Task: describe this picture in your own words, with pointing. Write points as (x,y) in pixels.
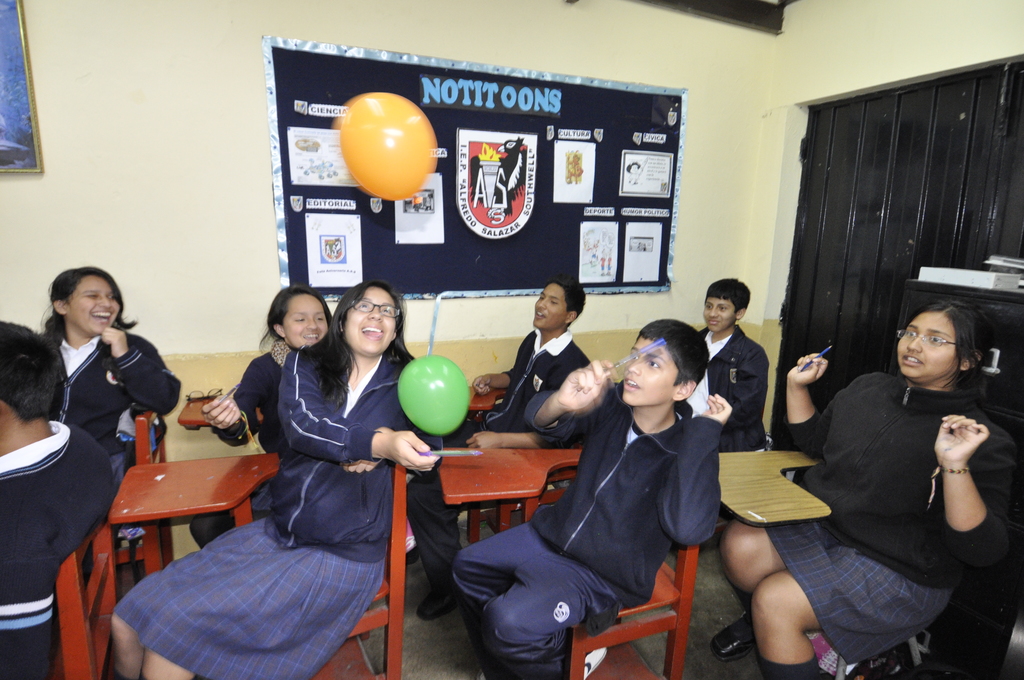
In the picture I can see a few people (399,354) sitting on the chairs (58,612) and they are playing with balloons (404,159). I can see a few of them holding the pen (663,339) in their hands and I can see a few of them smiling. I can see the notice board (444,234) on the wall (478,352). It is looking like a wooden cabinet (977,174) on the top right side (976,172).
